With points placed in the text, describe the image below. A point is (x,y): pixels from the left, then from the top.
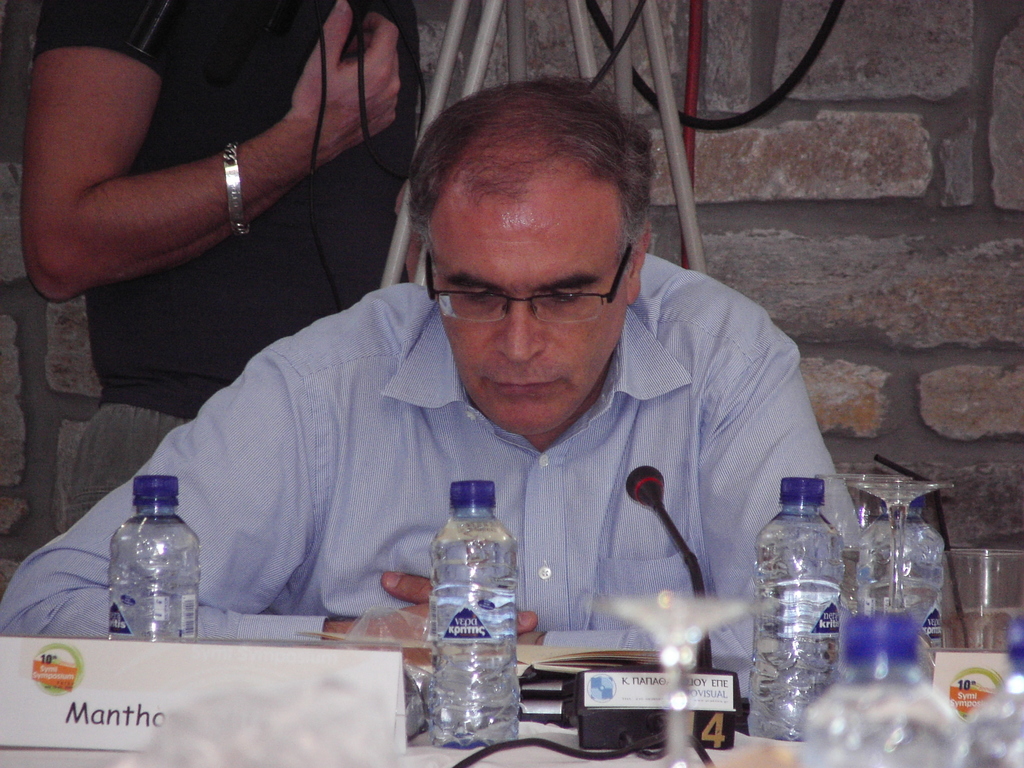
In this picture we can see a man (377,296). He has spectacles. This is table (543,733). On the table (545,754) there are bottles (440,735) and this is mike (656,485). On the background (846,306) there is a wall (855,134) and these are the cables (703,120).
